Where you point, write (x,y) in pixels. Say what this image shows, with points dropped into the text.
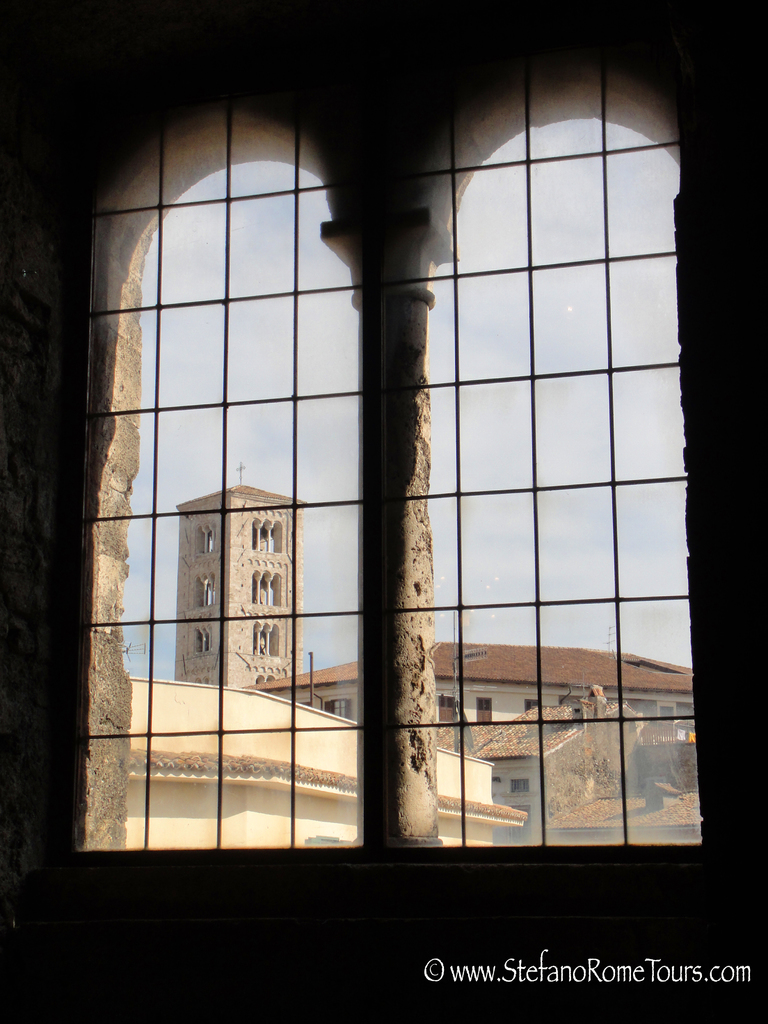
In this picture we can see few metal rods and buildings (484,710), and also we can see a watermark (706,961) at the right bottom of the image (573,972).
